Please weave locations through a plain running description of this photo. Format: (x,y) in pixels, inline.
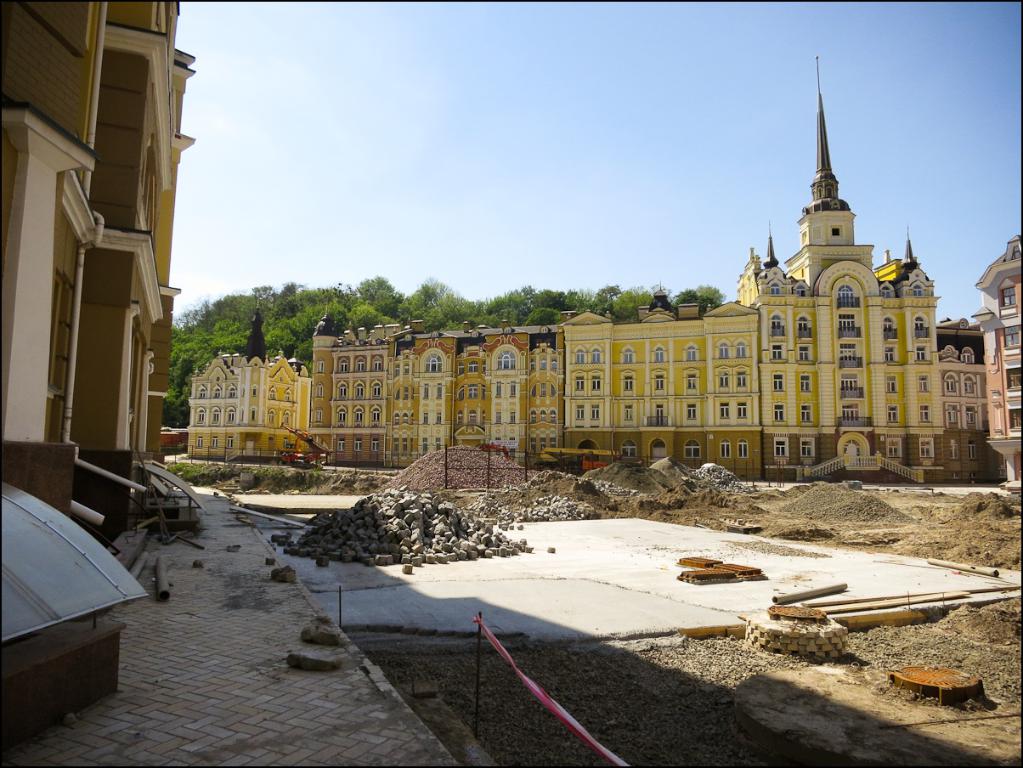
In this image we can see a group of buildings (861,396) with windows (661,405) and staircase (874,459). To the left side of the image (307,452) we can see a vehicle (324,453) parked on the ground (317,465) and a fence (226,461). In the background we can see a group of trees (433,319) and sky (466,130).
